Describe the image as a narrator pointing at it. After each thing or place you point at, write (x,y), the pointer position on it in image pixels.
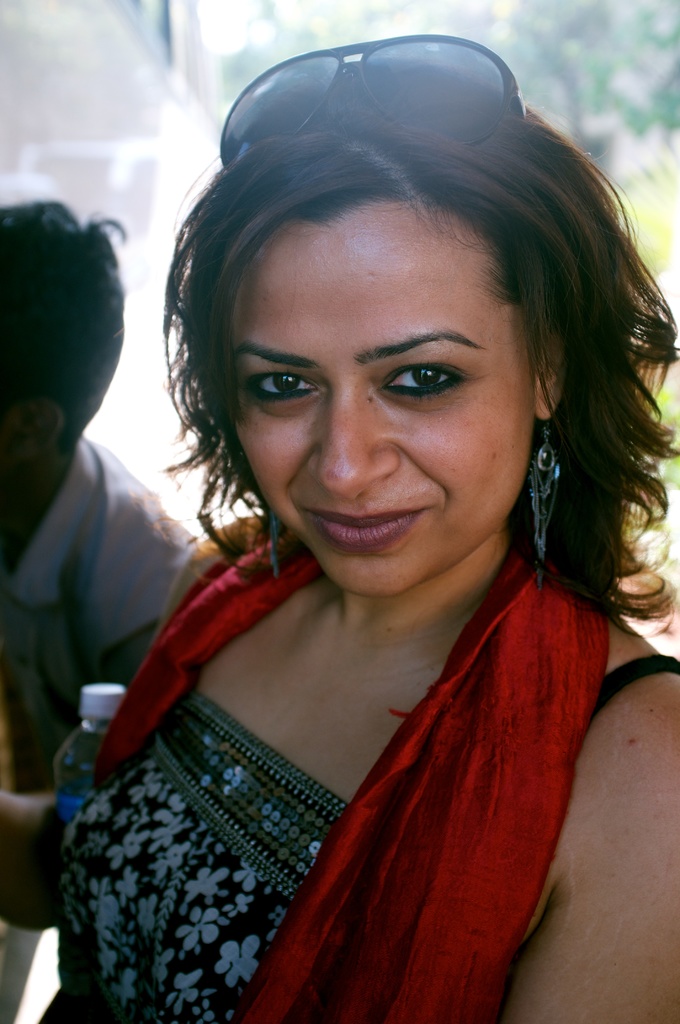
In the image we can see a woman (569,699) wearing clothes (557,761), earrings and she is smiling. Here we can see goggles (443,124) on her head (360,169). Here we can see water bottle (88,729) and next to her there is a person (76,657), wearing clothes (81,671) and the background is blurred.
